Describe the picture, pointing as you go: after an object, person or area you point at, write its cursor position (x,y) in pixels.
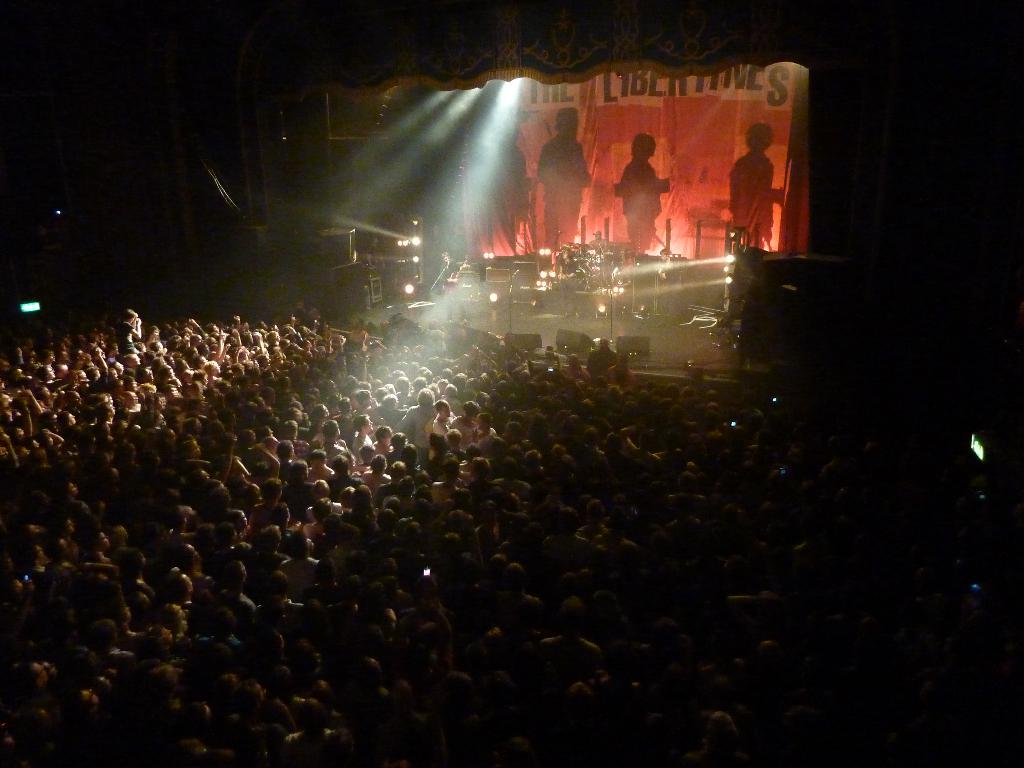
In this Image I can see number of people (466,412). In the background (727,107) I can see few lights (492,143), red colour cloth (653,134) and on it I can see something is written. I can also see this image is little bit in dark.
